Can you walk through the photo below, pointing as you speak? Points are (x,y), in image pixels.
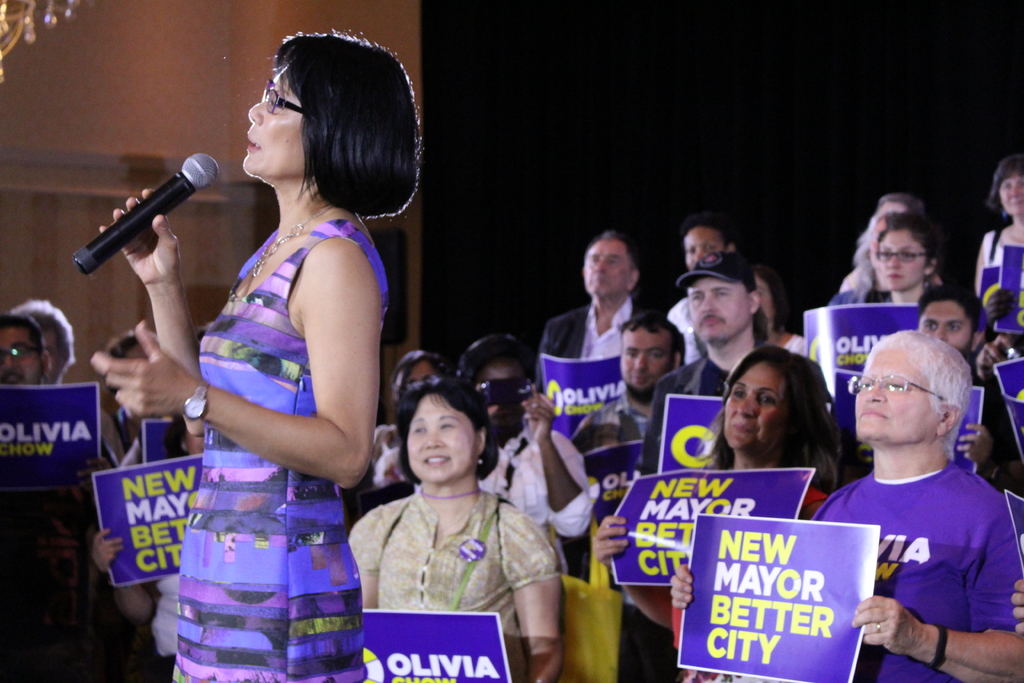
In this image I see a woman (262,167), who is standing and holding a mic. In the background (56,593) I see lot of people (56,593) and most of them are holding the paper (614,388).
